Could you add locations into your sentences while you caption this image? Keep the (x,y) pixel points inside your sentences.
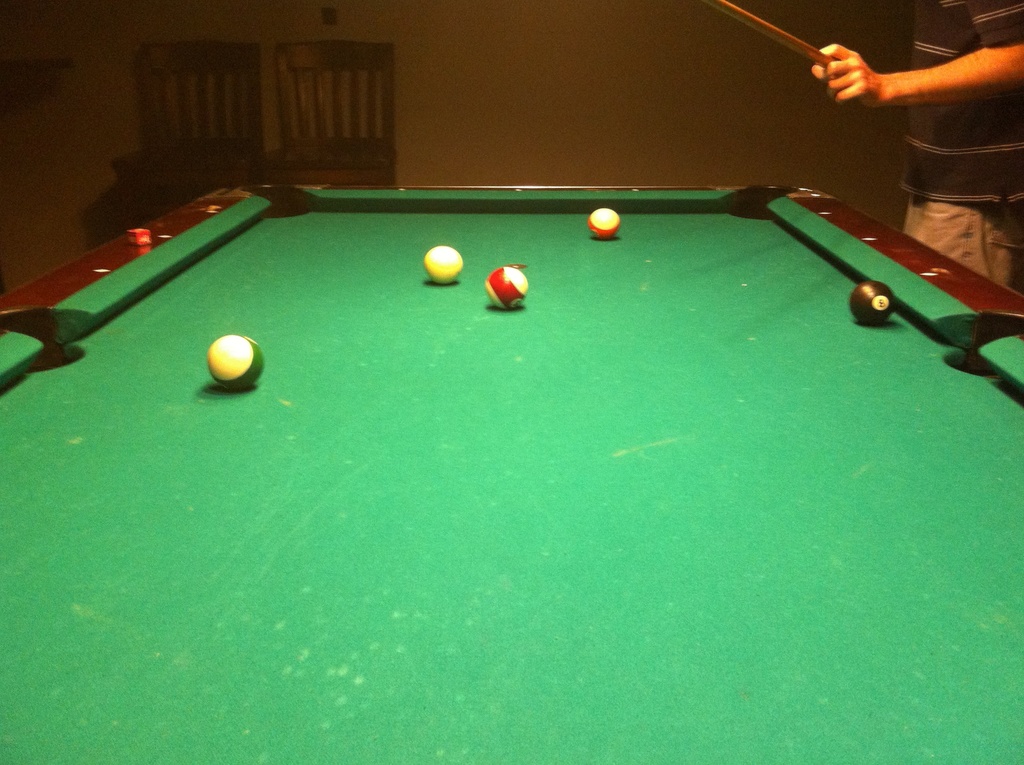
Its a snooker board (402,382), there are some balls (250,344) on it and man (963,187) with striking pole (816,61), stood on the right side (911,214). And over to the background (307,132) there are two chairs (255,144).
